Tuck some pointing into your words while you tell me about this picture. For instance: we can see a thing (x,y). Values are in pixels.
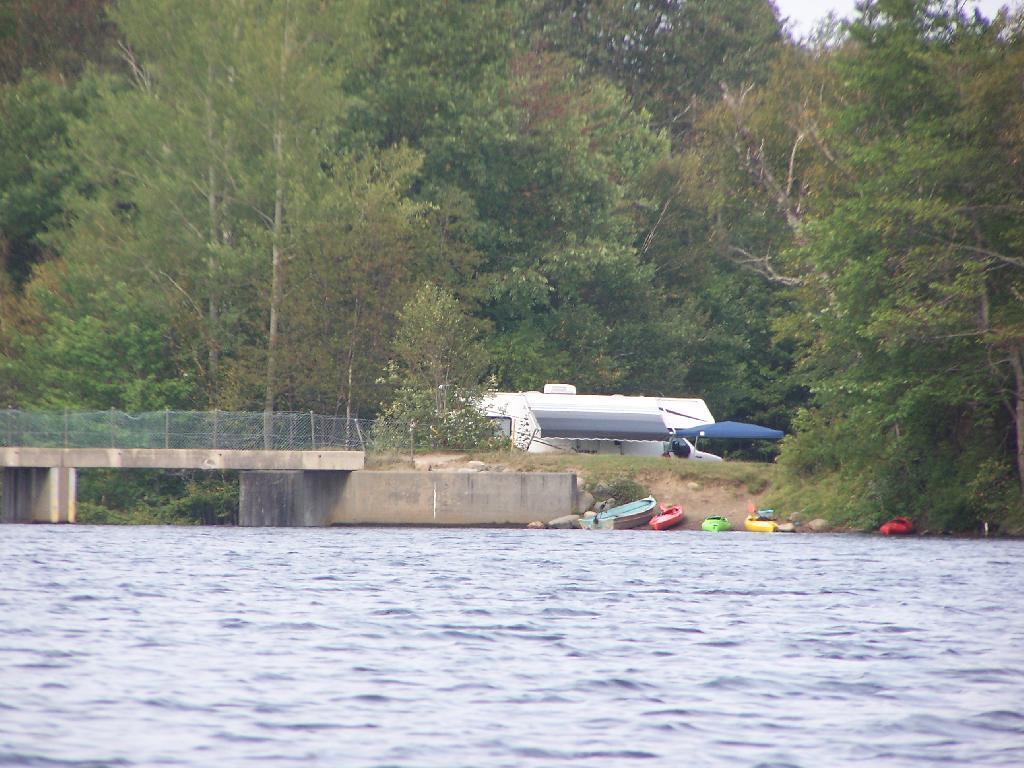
In this image we can see a river (694,737) on which there is a bridge (284,454) which has a fencing (267,435) and also we can see some trees (912,95), vehicle (636,445) and some boats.
